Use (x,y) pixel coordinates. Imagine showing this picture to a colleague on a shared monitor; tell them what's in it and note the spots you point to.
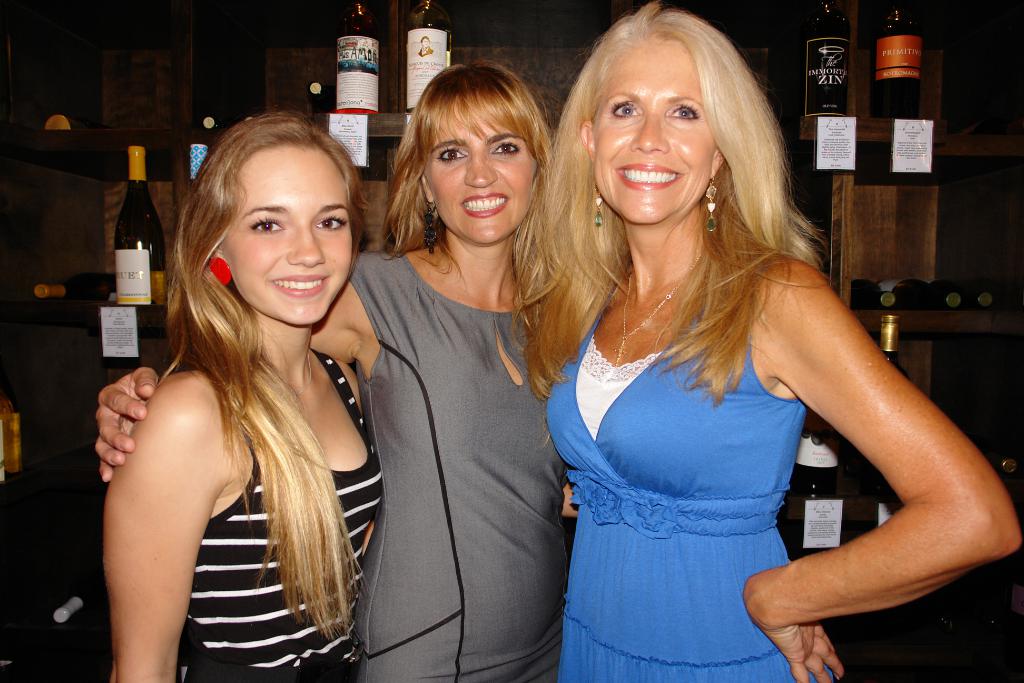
In this image there are three girls (512,402) one beside the other. In the background (144,173) there are wine bottles (427,23) which are kept on the wooden shelves (84,177).
